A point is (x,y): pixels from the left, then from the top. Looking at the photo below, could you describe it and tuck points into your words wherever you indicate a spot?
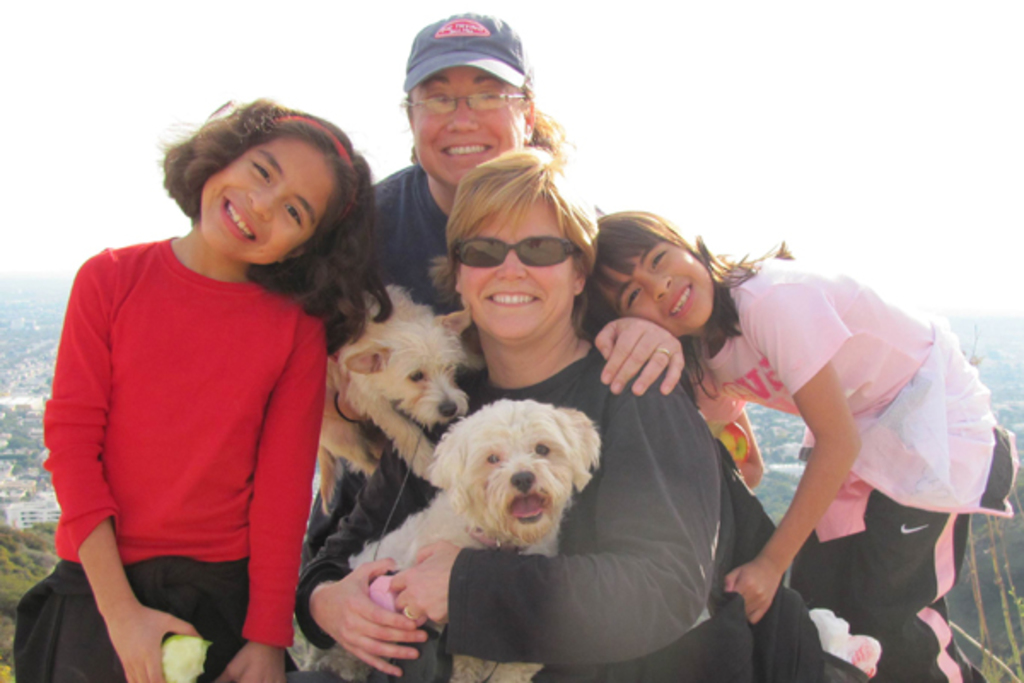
This picture shows a woman (311,615) seated and holding a dog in her hand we see other woman (433,295) standing and holding a dog (452,398) we see two girls (774,281) standing on both sides.
